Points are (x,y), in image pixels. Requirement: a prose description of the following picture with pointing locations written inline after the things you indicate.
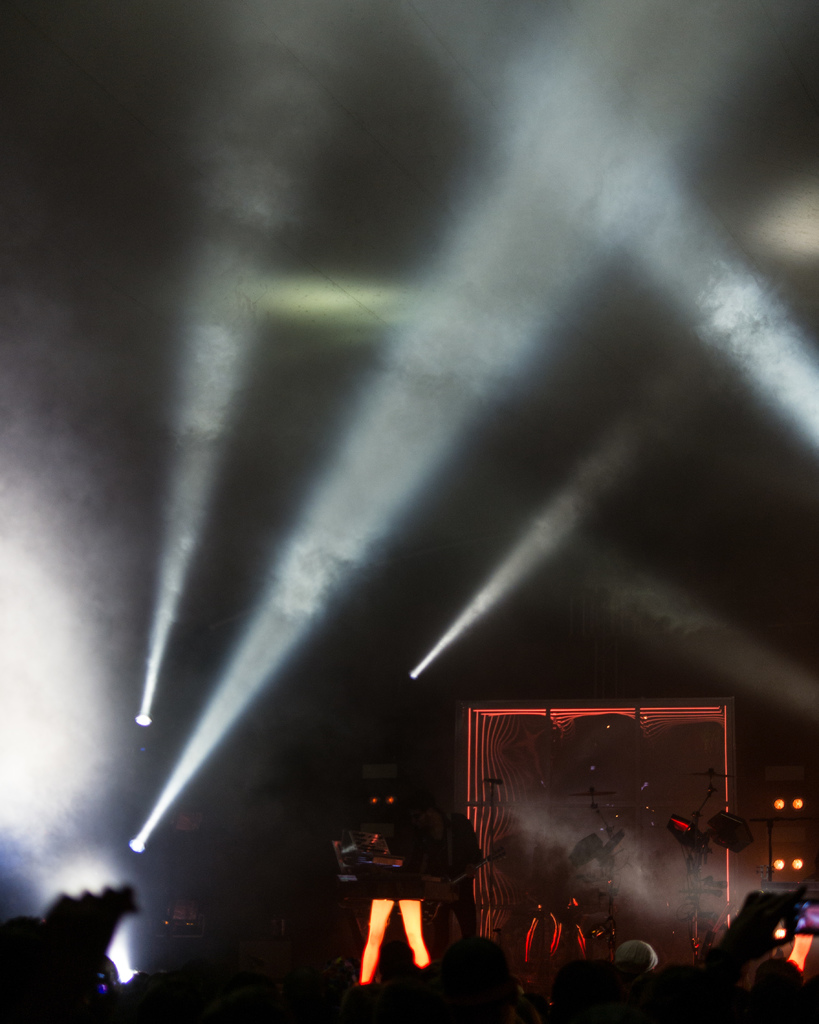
In the image we can see most of the image is dark. In it we can see a person (433,827) standing. There are musical instruments (601,846), lights (152,829) and smoke (189,509).
